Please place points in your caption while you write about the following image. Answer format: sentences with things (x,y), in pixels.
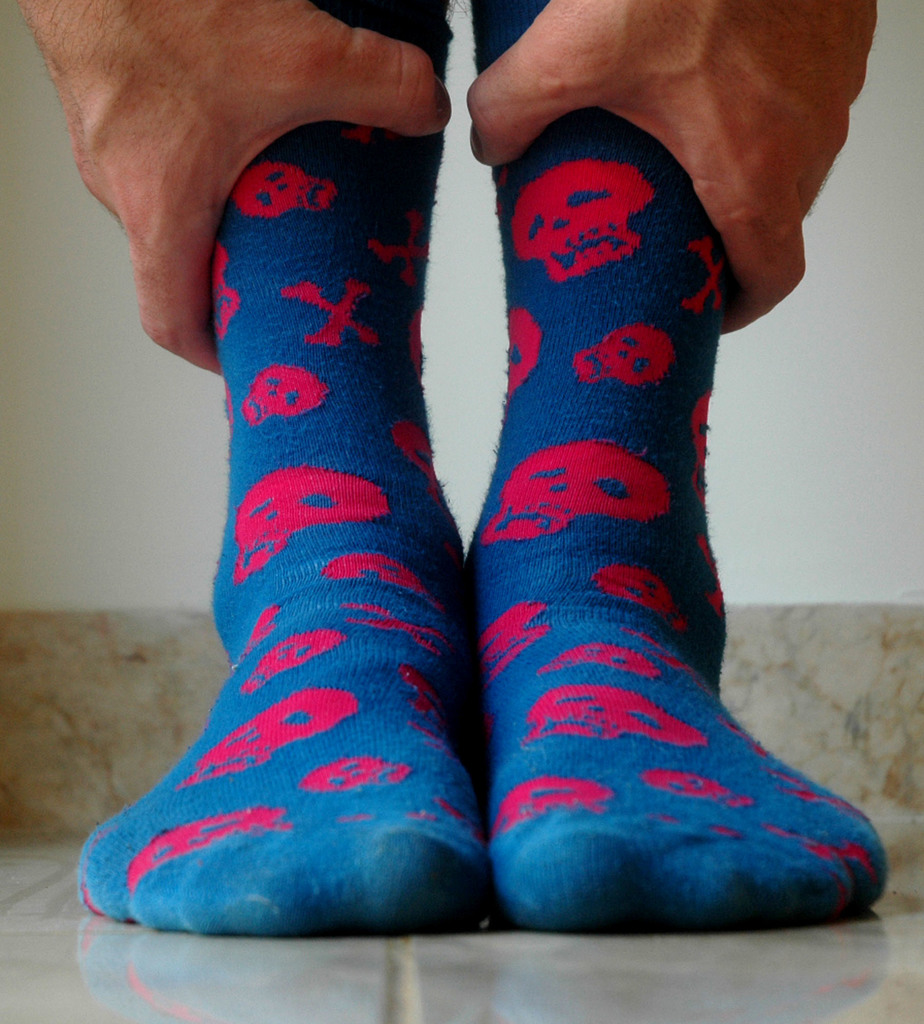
In this image we can see legs (402,541) and hands (372,35) of the person (506,232). A person (601,91) is holding his/her legs (556,367). A person (556,367) wore the socks (565,544).
